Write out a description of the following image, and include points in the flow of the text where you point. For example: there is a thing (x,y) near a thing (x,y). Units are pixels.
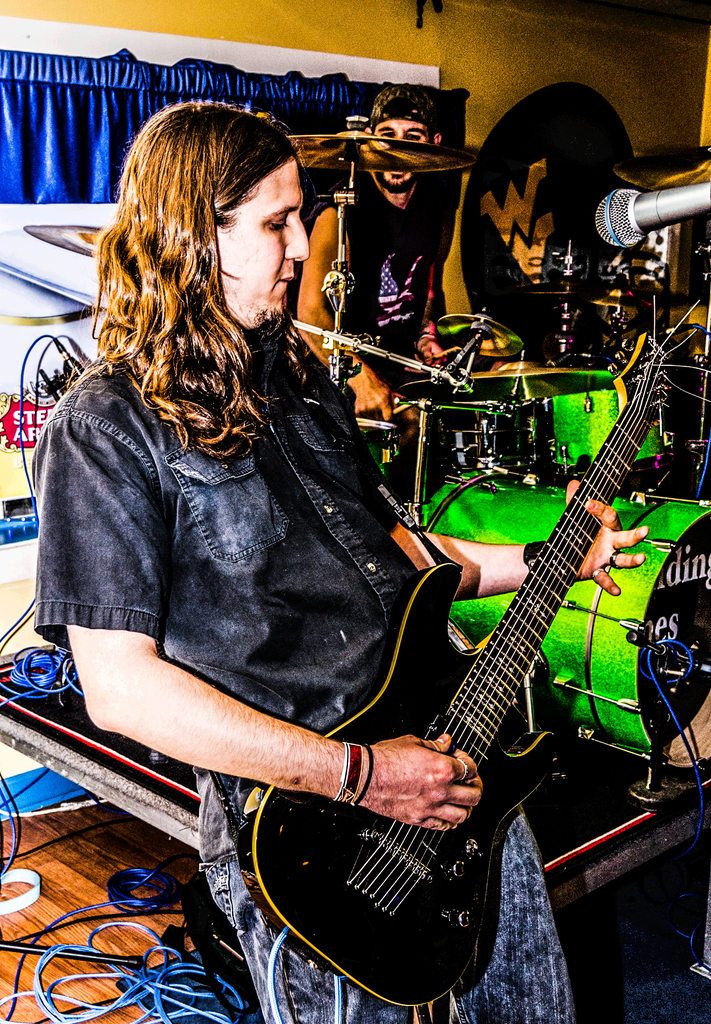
The picture is taken inside a room (446,1). In this room (313,725) one man (279,563) is standing in the middle (327,679) playing guitar (475,673). Behind him one man (412,305) is playing drum (464,421). In the background (458,308) there is curtain (102,111) and yellow wall (403,4).
